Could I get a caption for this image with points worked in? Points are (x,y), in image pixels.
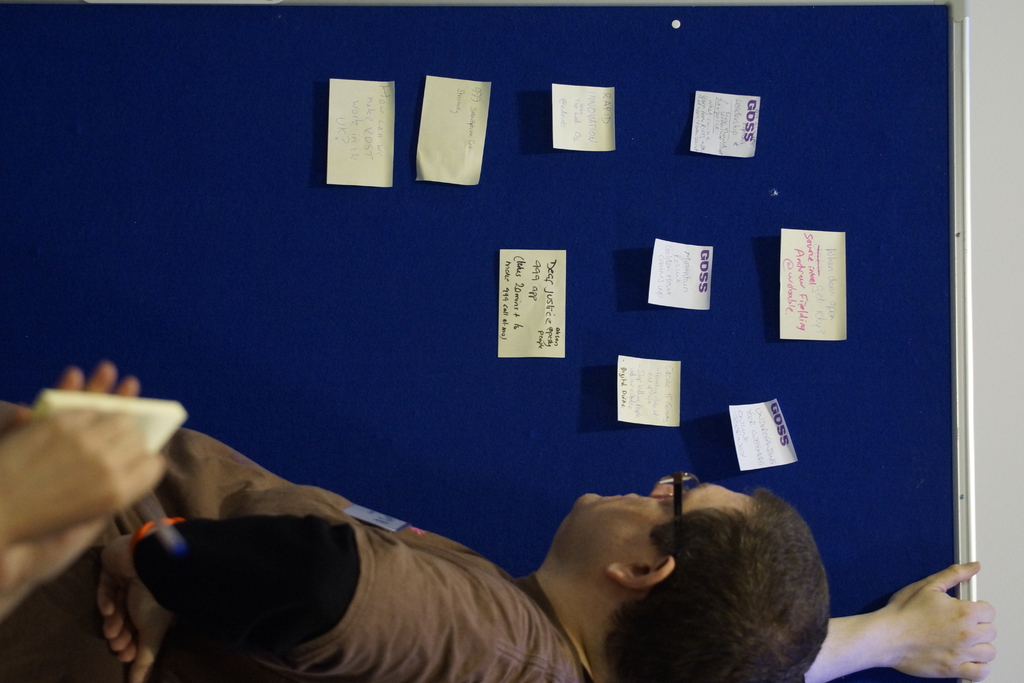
This picture is in leftward direction. On the top (401,125), there is a notice board (612,235) with papers (547,274). At the bottom (535,582), there is a person (333,565) wearing a brown t shirt (434,577) and holding a board (873,602). Towards the left (68,495), there is another person (51,487).
